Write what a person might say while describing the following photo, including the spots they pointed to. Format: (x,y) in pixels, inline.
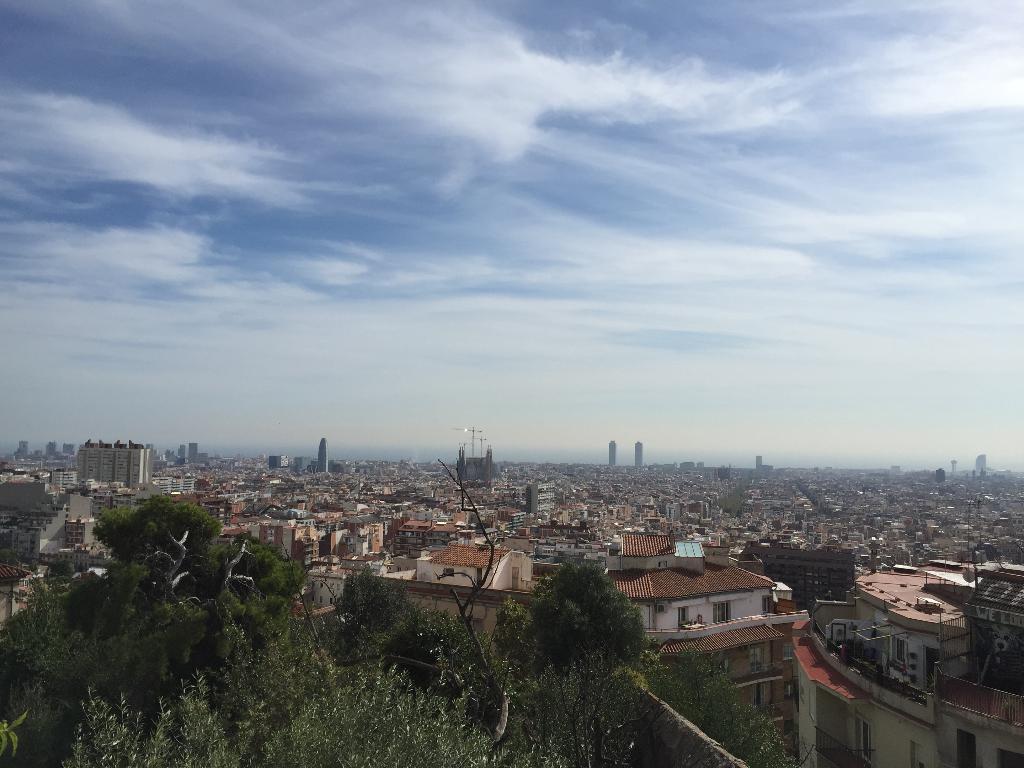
This is an aerial view of a city (653,490). In this image, in the left corner (212,655), we can see some trees (482,690). In the background (477,554), we can see some houses (638,558), buildings (505,492), towers (476,468). At the top (449,196), we can see a sky (501,193) which is cloudy, at the bottom (879,561), we can see some buildings (878,722) and a trees (427,723).
